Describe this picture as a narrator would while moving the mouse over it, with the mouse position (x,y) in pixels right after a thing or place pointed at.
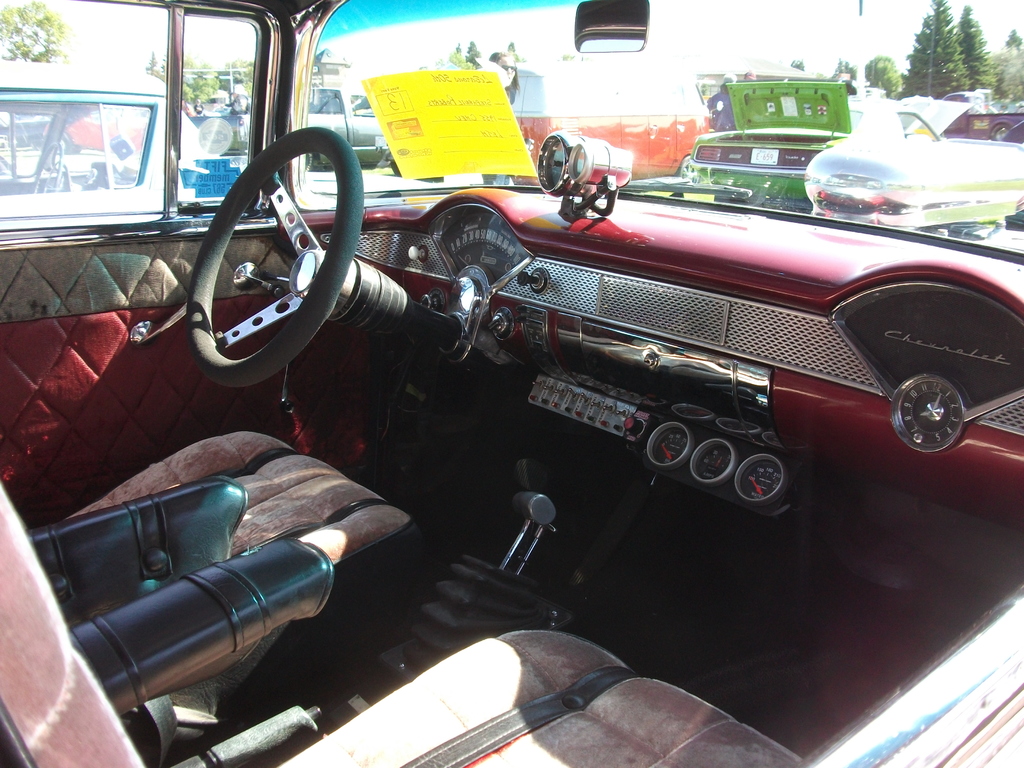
In this image, we can see some cars (778,146). There is a cockpit (580,288) in the middle of the image (550,375). There are seats (560,676) at the bottom of the image (606,689). There are trees (975,44) in the top right of the image (966,31).
